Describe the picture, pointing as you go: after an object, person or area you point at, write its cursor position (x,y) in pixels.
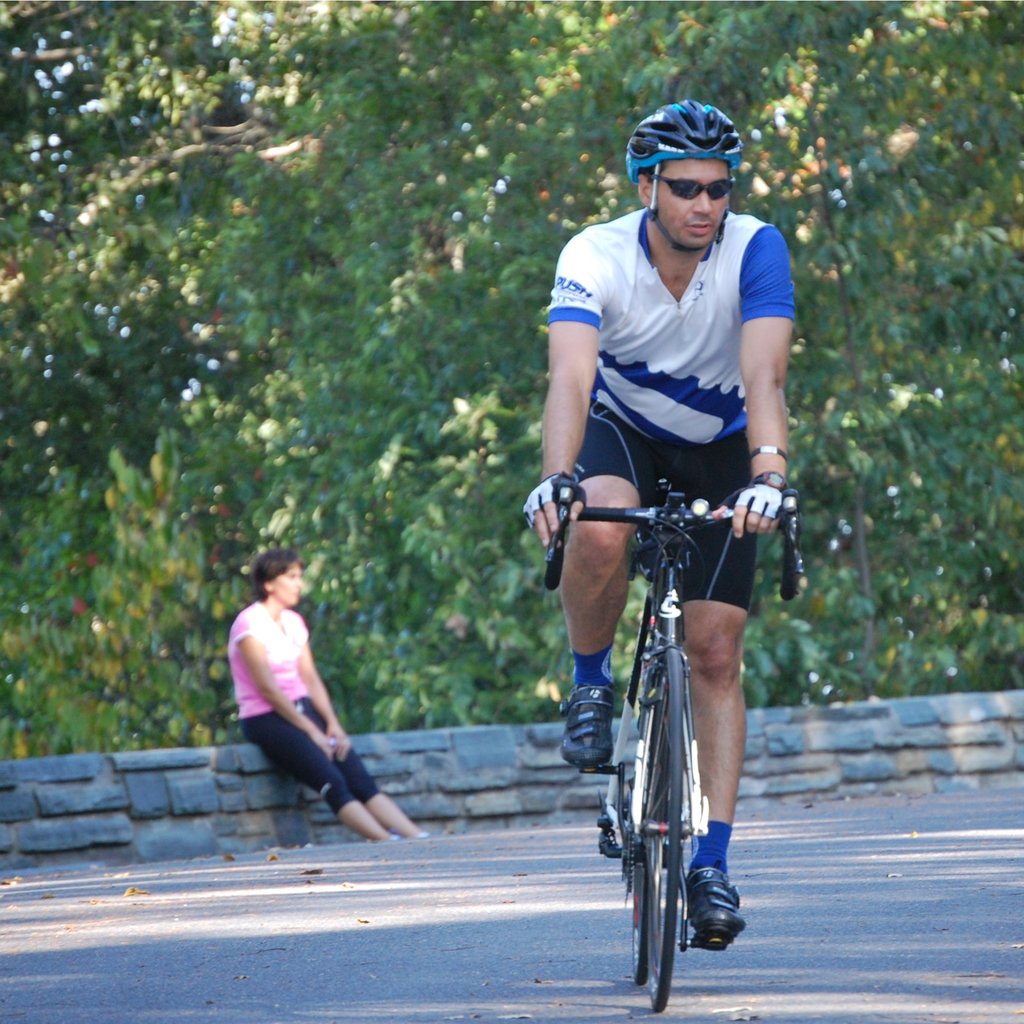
In this image there are trees (882,278) towards the top of the image (530,163), there is road (1002,834) towards the bottom of the image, there is a woman (274,661) sitting on the wall (390,761), there is a man (659,449) riding a bicycle (662,699), he is wearing a helmet (679,124), he is wearing goggles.
